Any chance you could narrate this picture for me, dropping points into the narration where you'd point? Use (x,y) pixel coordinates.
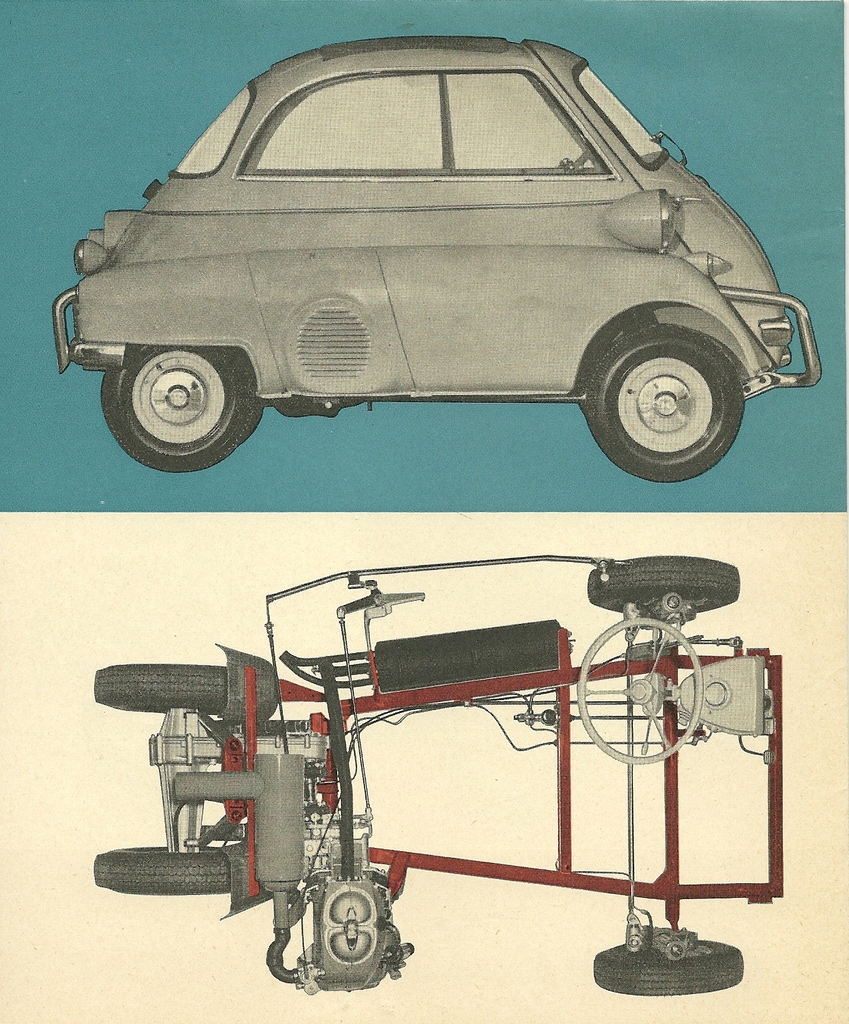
In this image we can see a collage. At the top (344,325) image we can see a vehicle (423,175). At the bottom (352,716) image we can see parts (216,742) of a vehicle (430,673).
